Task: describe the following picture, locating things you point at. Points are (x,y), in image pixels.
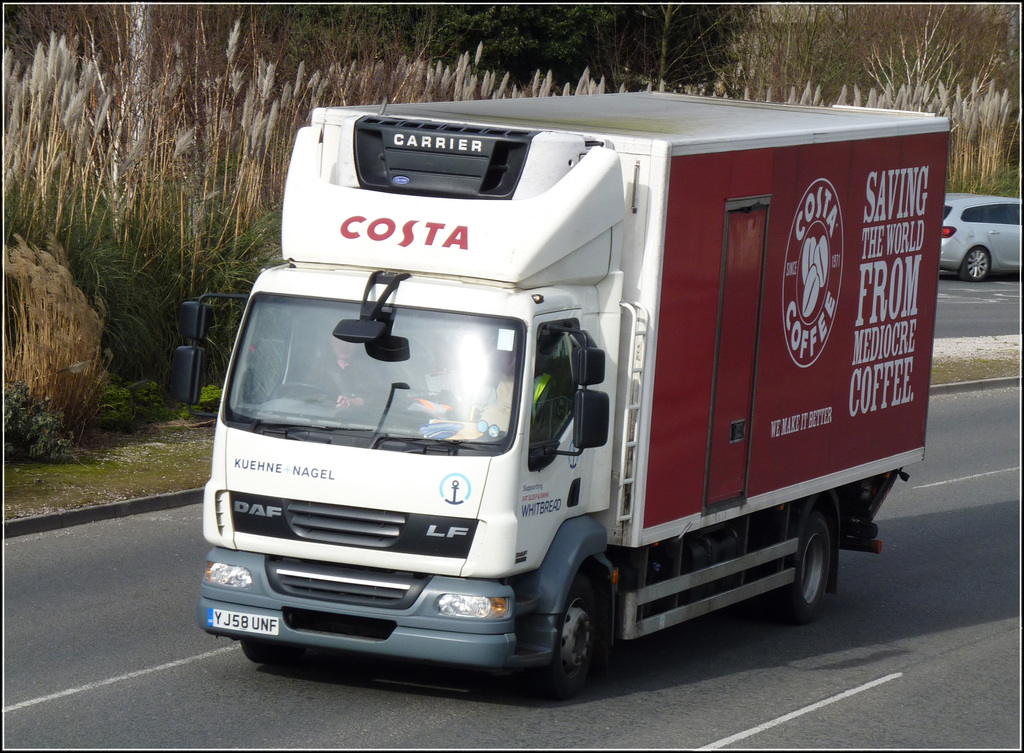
In the picture I can see vehicles (746,531) on the road (915,554). In the background (243,275) I can see plants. Here I can see a logo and something written on the truck (720,259).
